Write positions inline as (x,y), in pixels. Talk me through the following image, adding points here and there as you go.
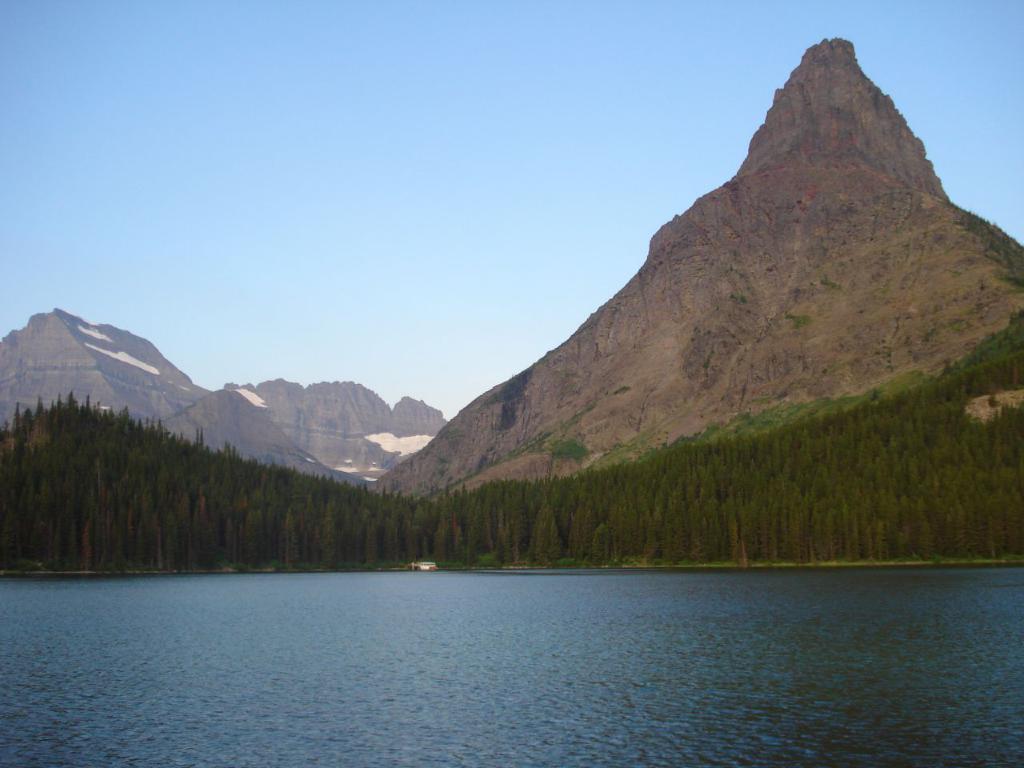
In this image we can see water (553,654) and in the background of the image (437,467) there are some trees (124,520), mountains (94,328) and clear sky (94,309).
